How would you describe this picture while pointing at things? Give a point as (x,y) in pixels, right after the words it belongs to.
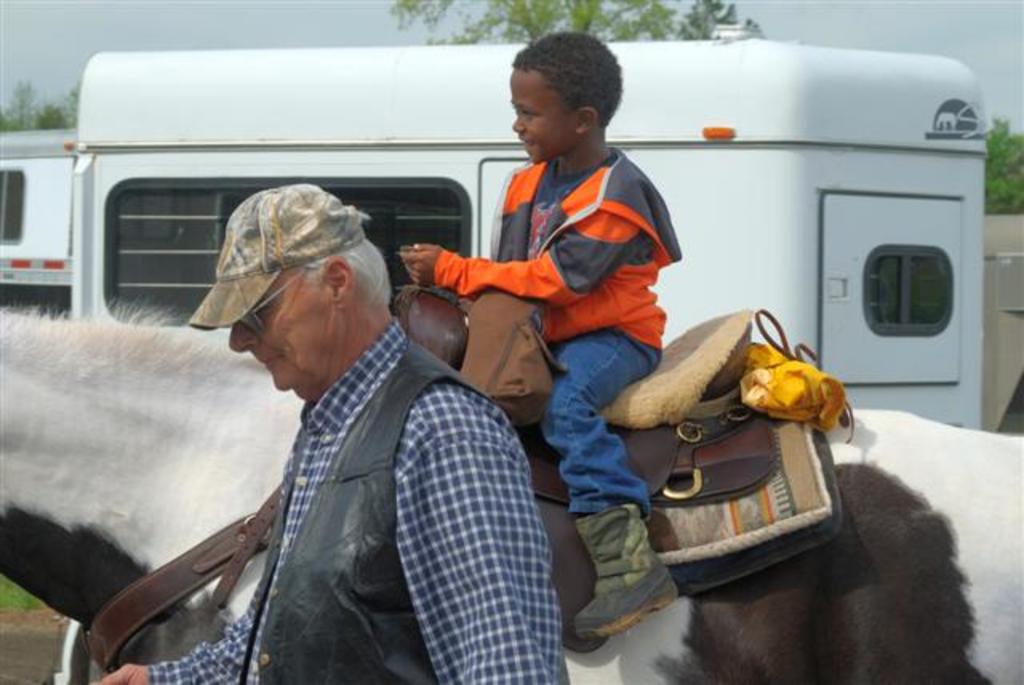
In this image there is a boy (602,335) sitting on a horse (857,498), beside the horse (861,510) there is a men (383,572), in the background (254,189) there are trucks (246,159) and trees (550,13).
